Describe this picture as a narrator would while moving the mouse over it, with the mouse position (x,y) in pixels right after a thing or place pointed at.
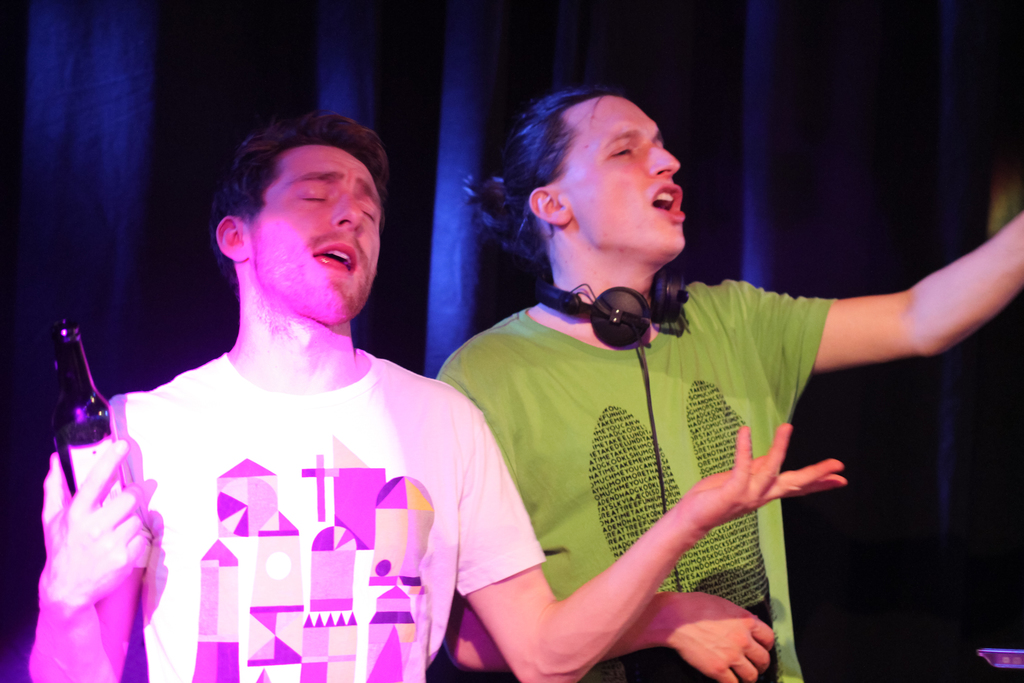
On the right (690,392) there is a man (611,250) he wear green t shirt (660,409), i think he is singing. On the left (253,518) there is a man (260,552), he wear white t shirt (306,489), he hold a bottle (95,425) in his hands (91,497), he is singing.
